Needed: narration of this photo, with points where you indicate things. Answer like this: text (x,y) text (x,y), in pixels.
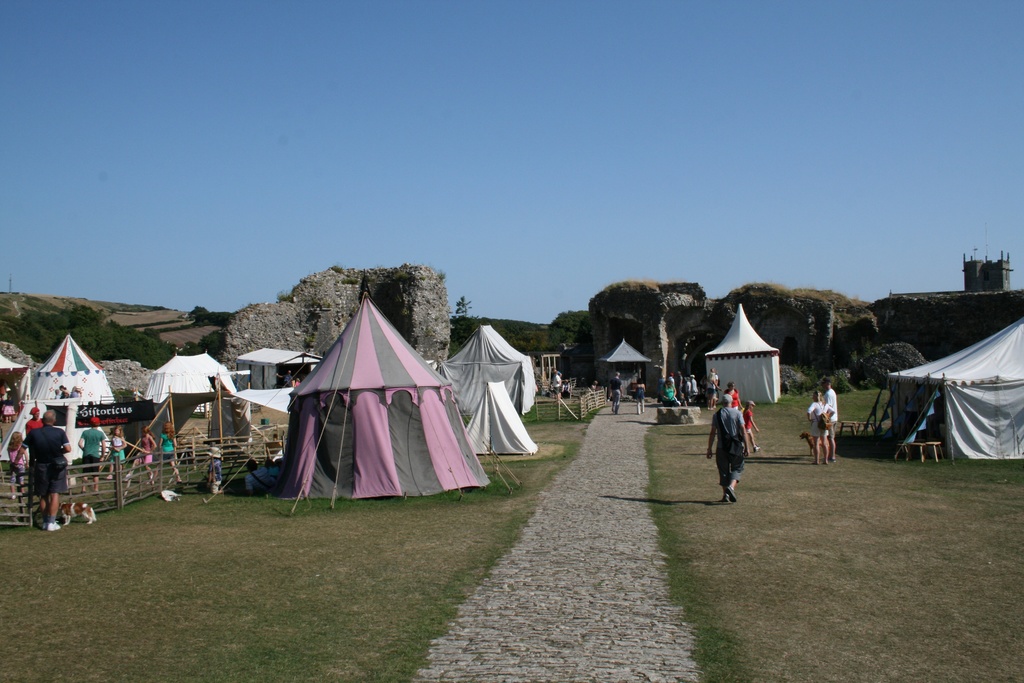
In this image there are group of people (287,377), tents (497,423), wooden fence (23,503), name board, and in the background (792,124) there are trees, sky (953,185).
